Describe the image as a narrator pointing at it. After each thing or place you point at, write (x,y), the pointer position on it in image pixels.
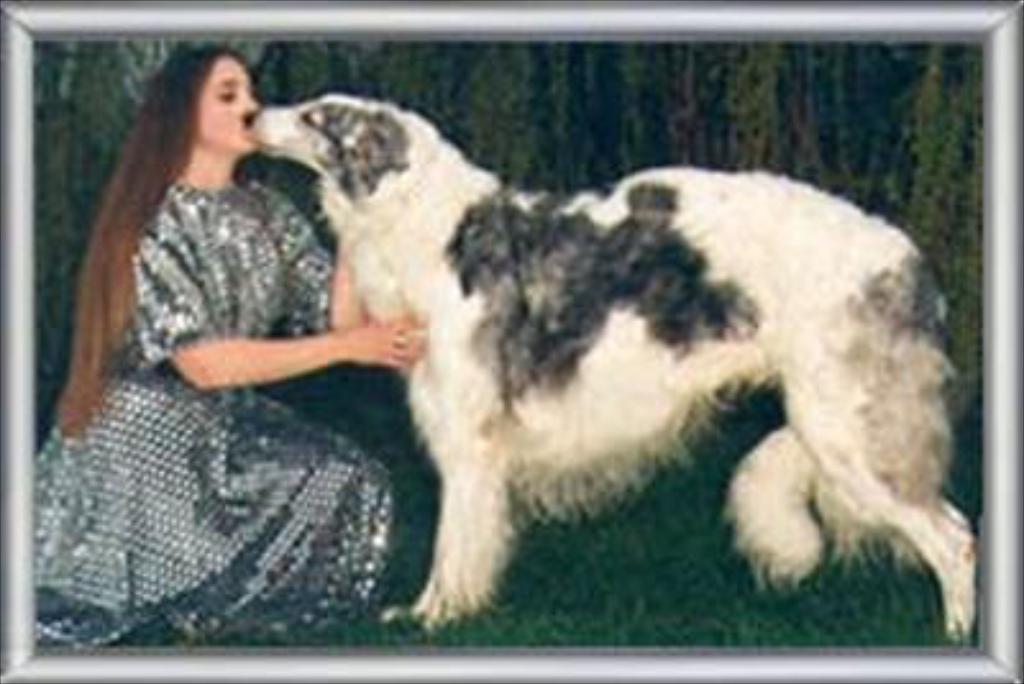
In this image there is a painting (226,345). In the painting (260,416) it looks like there is a girl (198,303) who is kissing the dog (547,315) which is in front of her.
